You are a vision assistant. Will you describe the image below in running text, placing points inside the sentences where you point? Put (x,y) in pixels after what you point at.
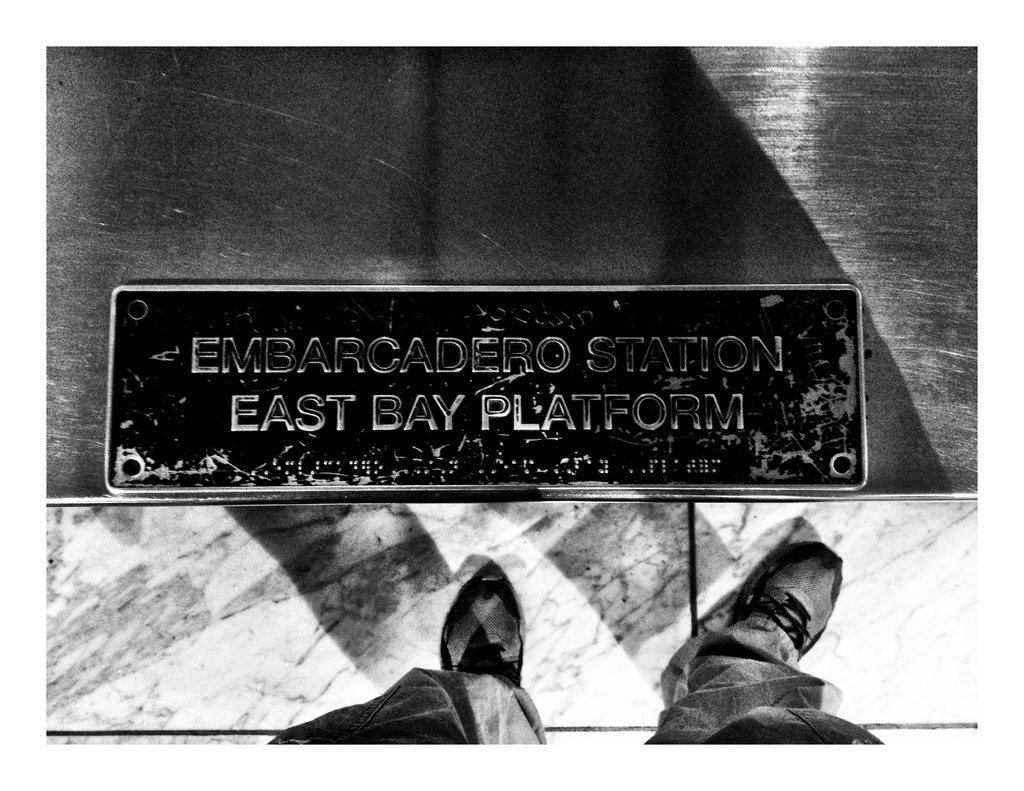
In the middle of the picture (516,330), we see a board (406,304) in black color with some text (656,393) written on it. At the bottom (478,587), we see the legs (423,696) of the person (760,684) who is wearing the shoes (487,623). This picture is in black and white.
